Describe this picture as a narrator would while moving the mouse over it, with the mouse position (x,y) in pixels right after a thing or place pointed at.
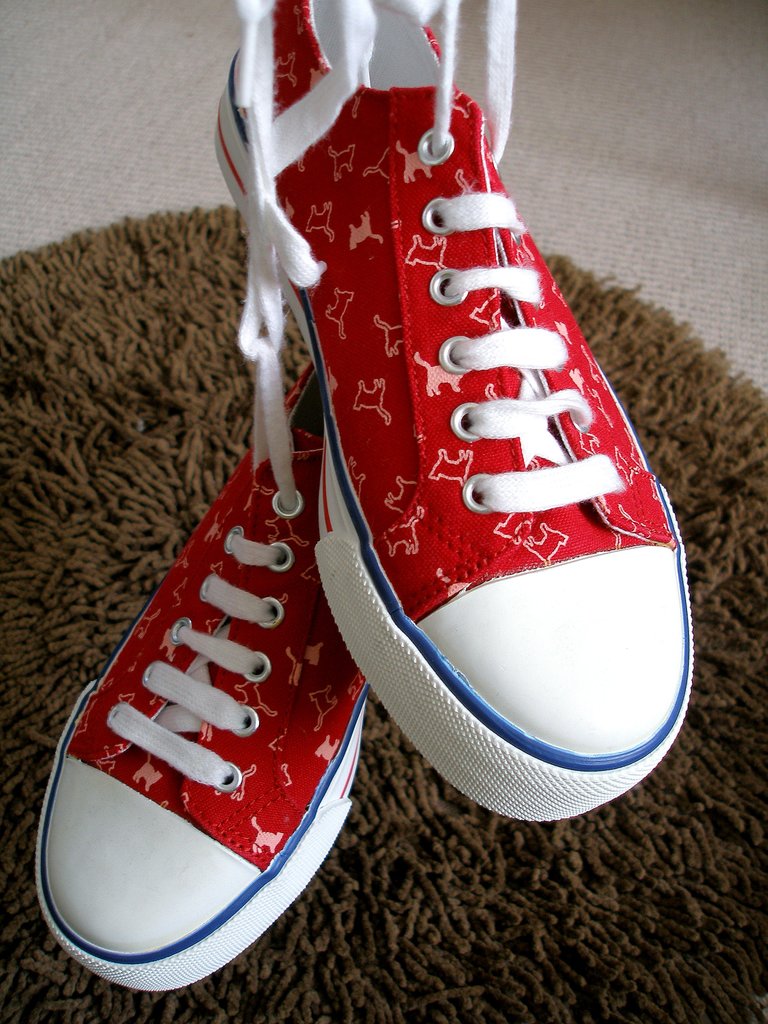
In this picture we can see shoes (353,714) and mat (564,905) on the floor (696,167).
